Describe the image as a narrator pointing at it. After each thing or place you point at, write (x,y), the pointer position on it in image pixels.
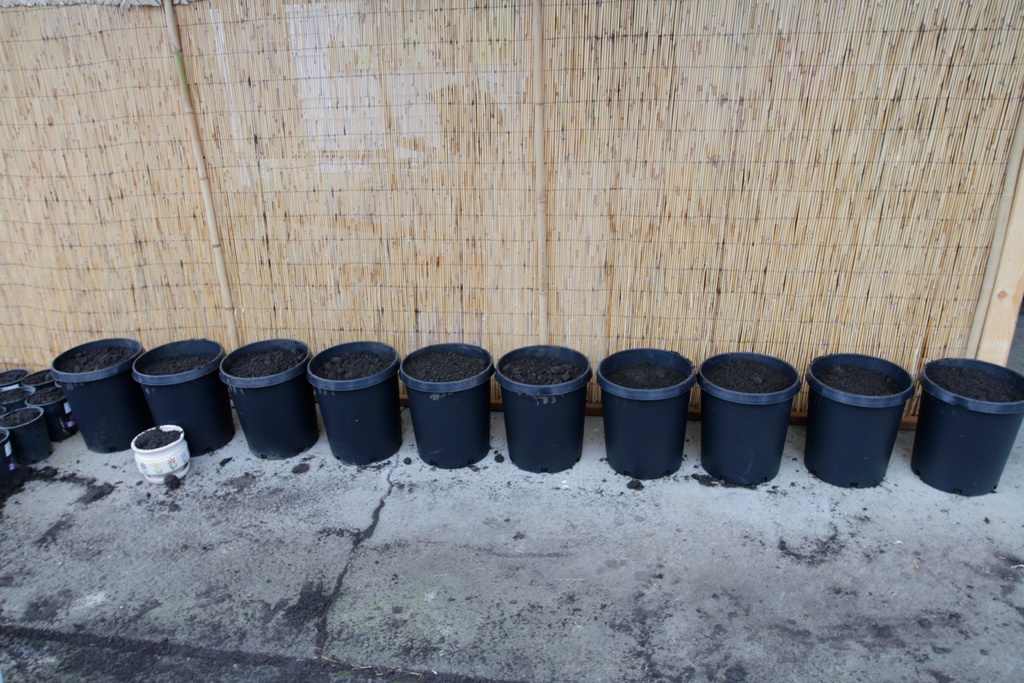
In this image, there are pots (949,438) with the soil (164,436). In the background (159,193), It looks like a wall (883,258) with sticks (598,243). At the bottom of the image (424,609), I can see the ground (424,609).
